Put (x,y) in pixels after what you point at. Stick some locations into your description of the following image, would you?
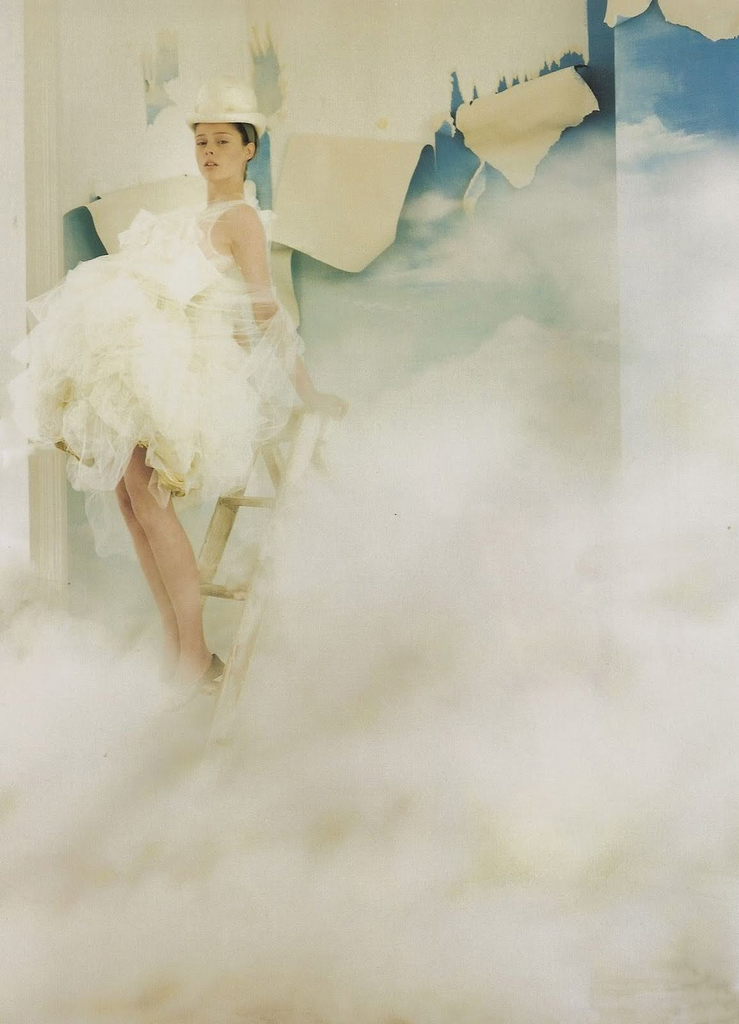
It is an edited image, on the left side (137,366) a beautiful woman (159,565) is standing on the ladder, she wore white color dress (120,323), cap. At the bottom (173,771) there is the smoke (330,739), on the right (544,214) it looks like a sky (548,345).
